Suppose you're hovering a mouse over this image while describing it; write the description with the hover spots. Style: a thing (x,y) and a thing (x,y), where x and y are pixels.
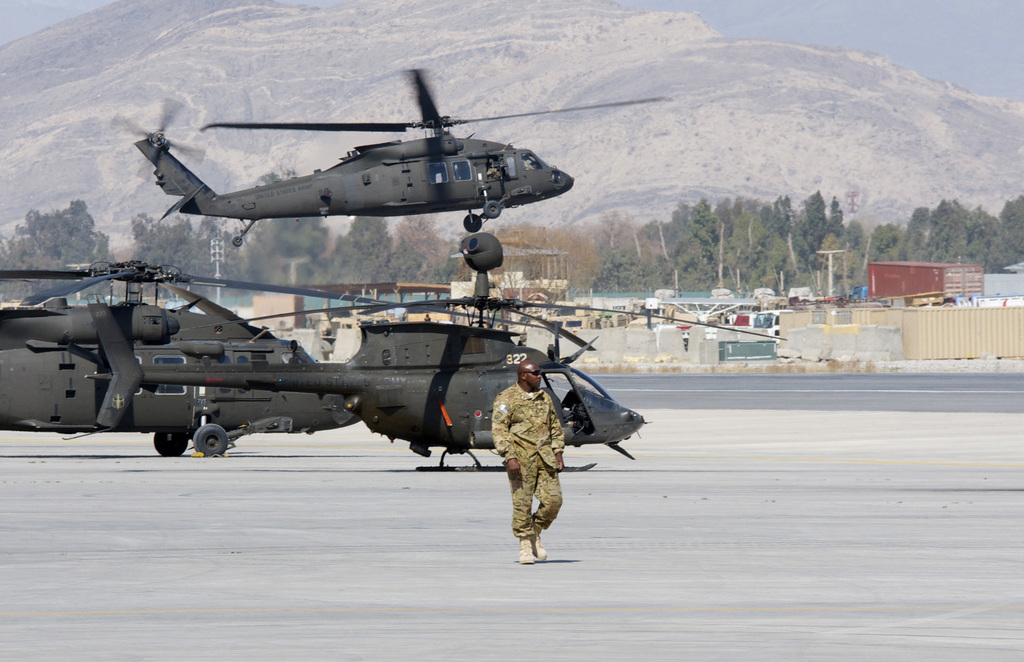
This picture is clicked outside the city. In the foreground (529,457) there is a person (527,415) wearing a uniform (527,433) and walking on the ground (567,456). In the center (349,386) we can see the aircrafts (239,288) on the ground (698,528) and one aircraft (480,164) flying in the air. In the background (895,238) there is a sky (726,22), hills (712,126), trees (762,265) and some other objects (614,338).
